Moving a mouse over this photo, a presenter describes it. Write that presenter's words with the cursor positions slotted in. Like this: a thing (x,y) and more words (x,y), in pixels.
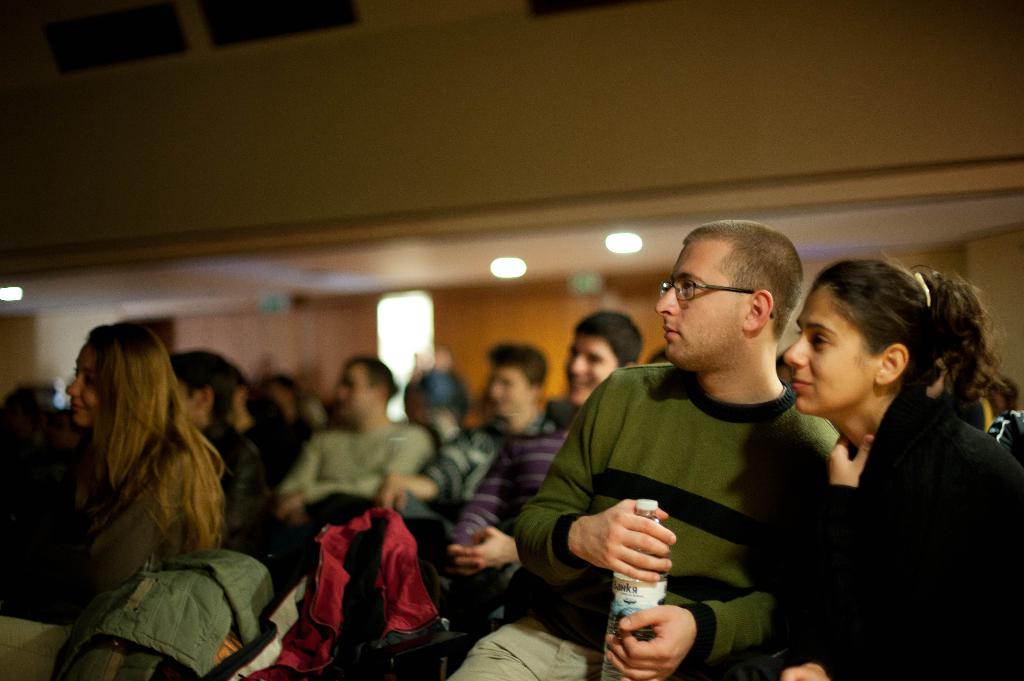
In this image I can see number of people (591,493). In the front (638,378) I can see one of them is holding a water bottle (613,646). I can also see he is wearing specs (668,285). In the background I can see a few lights (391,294) and I can see this image is little bit blurry in the background (516,225). I can also see few jackets (404,598) on the bottom left side of this image (320,656).
